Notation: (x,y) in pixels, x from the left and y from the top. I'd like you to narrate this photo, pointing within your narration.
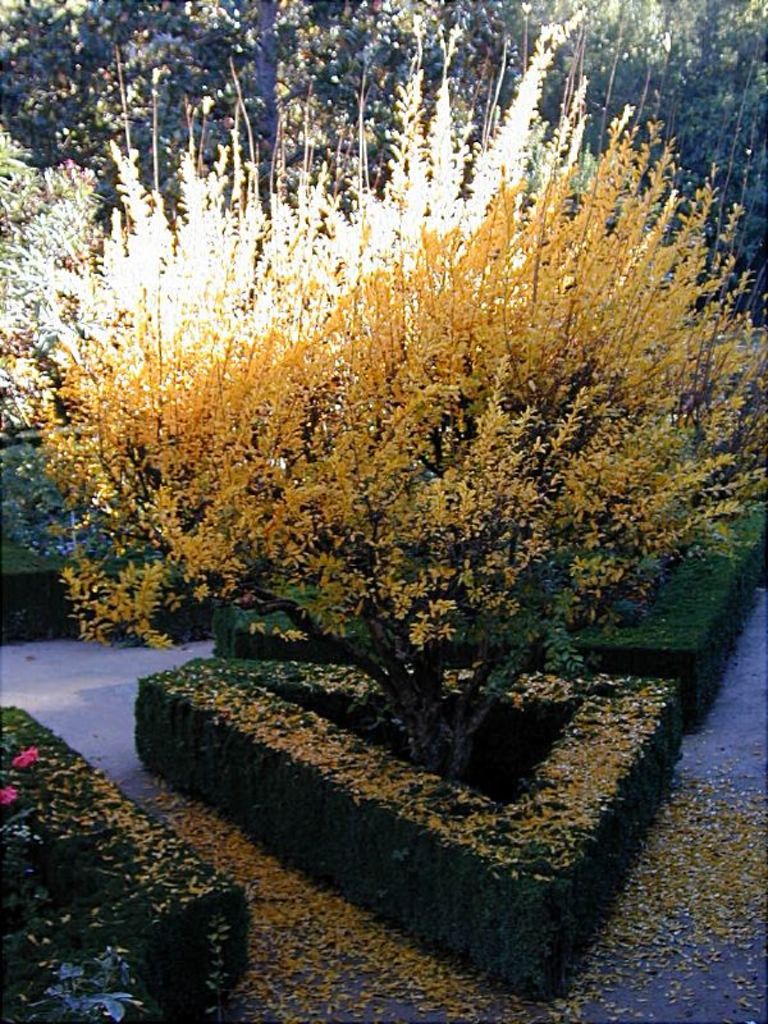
In this picture we can see there are trees (242,333) and hedges (230,717) on the ground (743,685).
